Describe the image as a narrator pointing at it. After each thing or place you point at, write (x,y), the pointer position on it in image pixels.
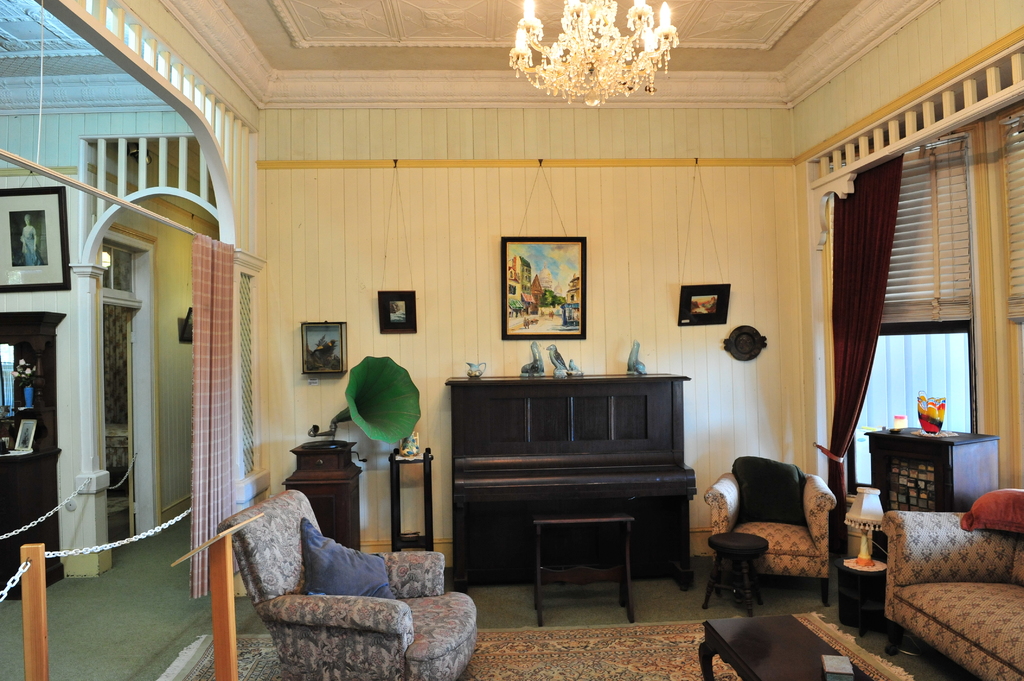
This picture is clicked inside the room (713,351). On the right bottom (941,531), we see sofa (935,591). In front of sofa (945,582), we see a table (790,642) and we see two sofa chairs (737,503) in middle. Behind that, we see a piano (592,484) on which some birds (555,357) are placed and behind that we see a wall (499,263) on which some photo frames (549,275) are placed. Bottom of that photo frame (322,359), we see a gramophone (371,406). Next to it, we see a curtain (232,339) and the left corner of this picture (21,461), we see cupboard (43,439). To the top of it, we see a photo frame (27,228) of women (38,234) and in middle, to the roof (534,89) of the room (628,33) we see a light (623,49). In the right corner of this picture (904,348), we see windows (904,348) and curtain (860,355).
